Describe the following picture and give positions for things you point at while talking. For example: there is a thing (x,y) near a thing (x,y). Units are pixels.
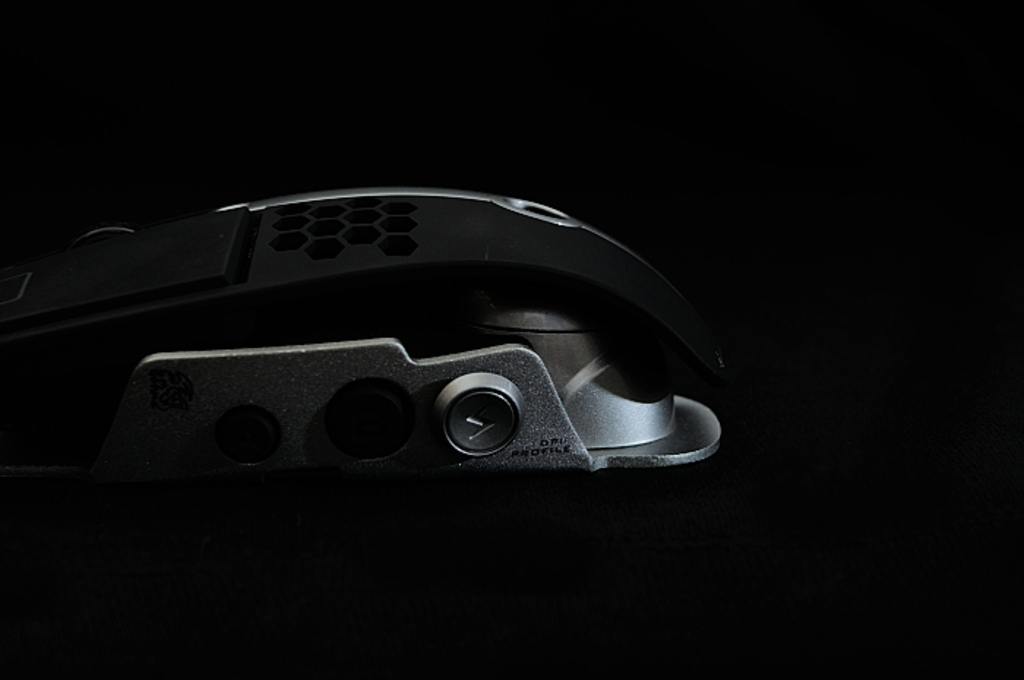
This picture consists of dark view and I can see an object (277,247) visible in the middle (603,297).
